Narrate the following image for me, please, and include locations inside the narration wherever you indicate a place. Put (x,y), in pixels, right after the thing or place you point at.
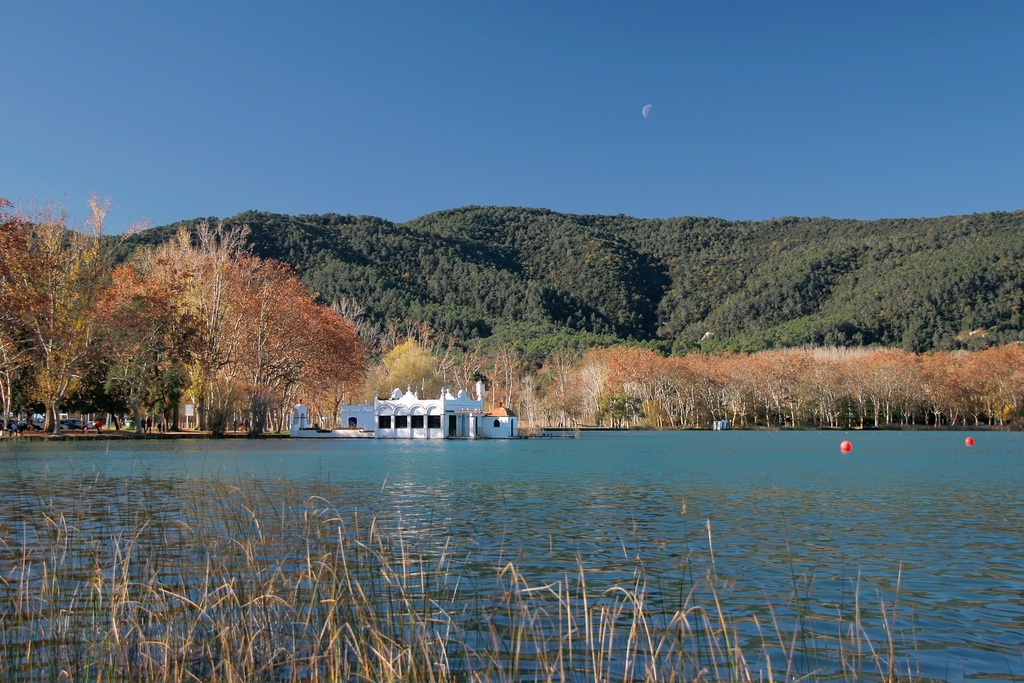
In this image there is grass (205,609), in the background (853,443) there is water surface (990,508), house (420,407), trees (36,345), mountain (632,282) and the sky (552,108).
